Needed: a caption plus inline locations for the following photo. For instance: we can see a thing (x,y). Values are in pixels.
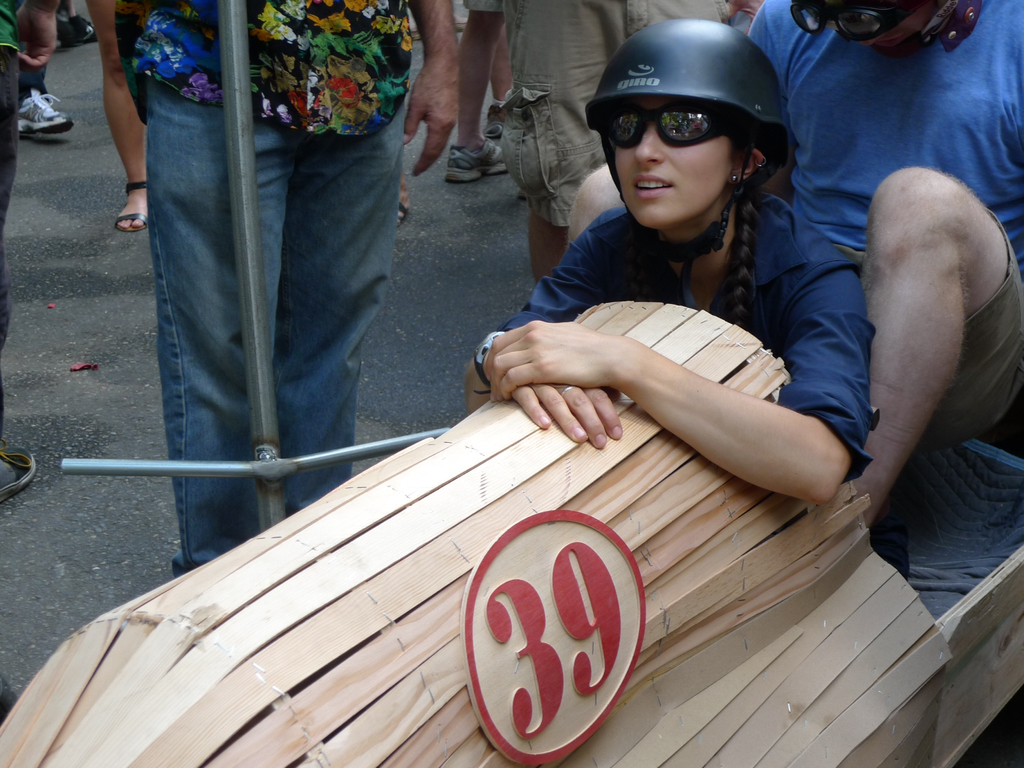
In this image there is a girl (792,325) who is sitting in the wooden vehicle (479,586). Behind her there is a man (977,261). On the left side (323,129) there is a man (341,113) standing near the pole (230,145). Behind him there are few other people (493,63) who are walking on the road (438,282). The girl (642,184) is having a helmet (674,83) and a spectacles (615,139).
